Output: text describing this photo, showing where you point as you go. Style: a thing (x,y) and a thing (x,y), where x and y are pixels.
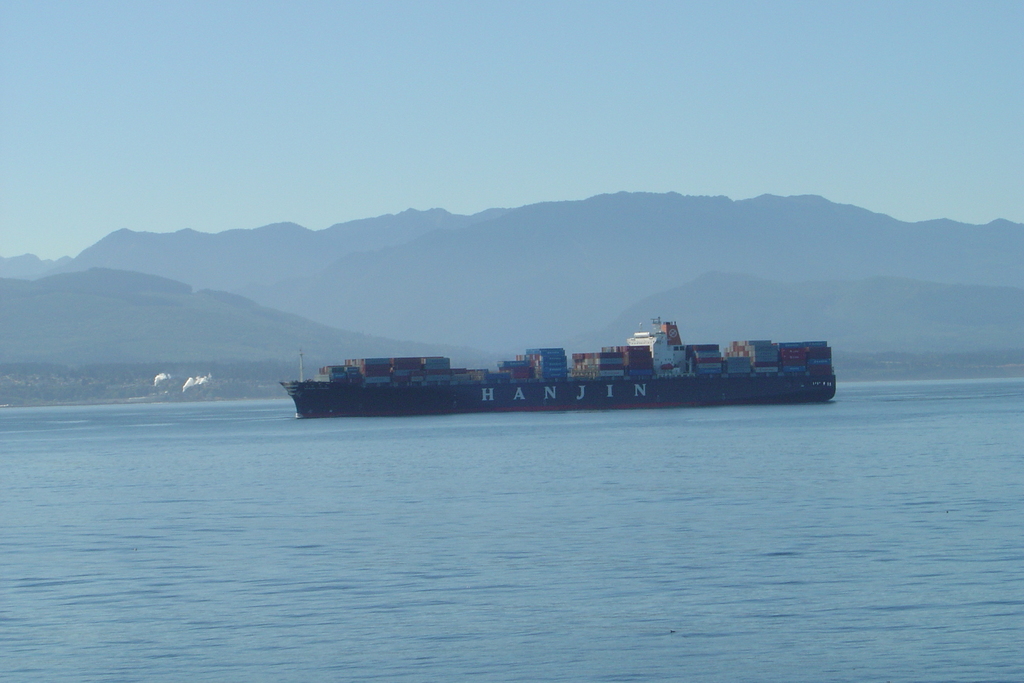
In this image I can see water (379,512) and on it I can see a ship (309,402). I can also see number of cargo containers (415,378) on the ship (769,394) and I can see something is written on the ship (495,404). In the background (462,193) I can see mountains (489,244) and the sky (453,171).
